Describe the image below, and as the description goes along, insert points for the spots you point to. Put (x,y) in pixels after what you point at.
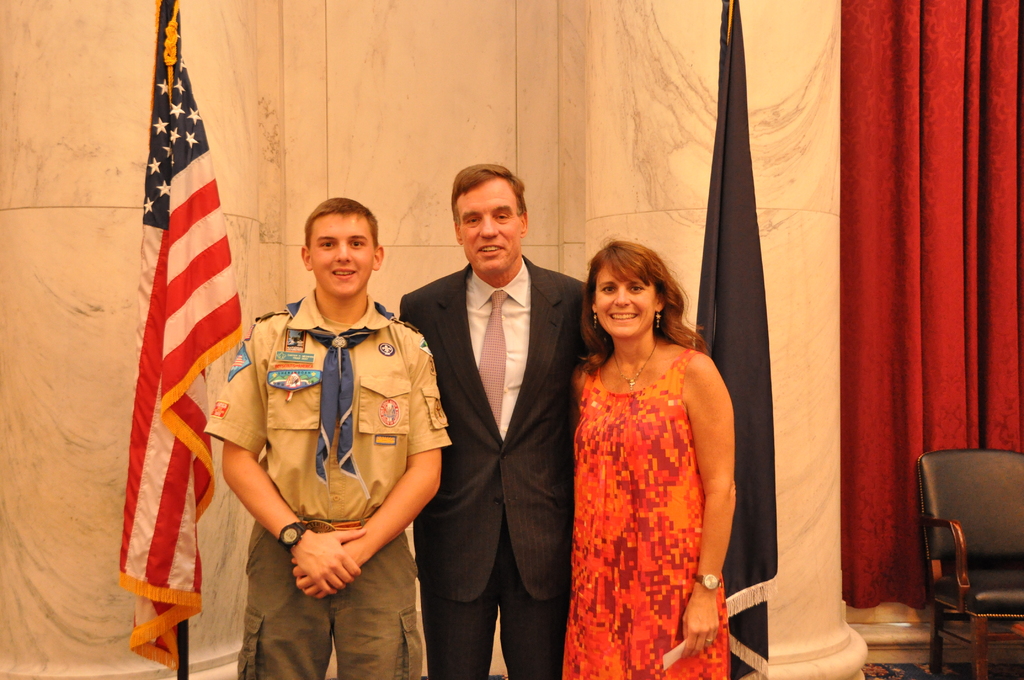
Three people (667,327) are standing and smiling. In the middle (505,300) one, he is wearing suit (534,265), shirt (519,350) and tie (498,351). On left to him, there is a woman (635,316) wearing orange color dress (644,507). On right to him, a boy (340,245). He is wearing a tan color shirt (394,403) and watch (295,535). On right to them, there is a flag (206,281), on left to them, there is a flag (741,248). On the right side of the image (935,251), there is a red color curtain (913,289), chair (935,526) and pillar (795,264).
